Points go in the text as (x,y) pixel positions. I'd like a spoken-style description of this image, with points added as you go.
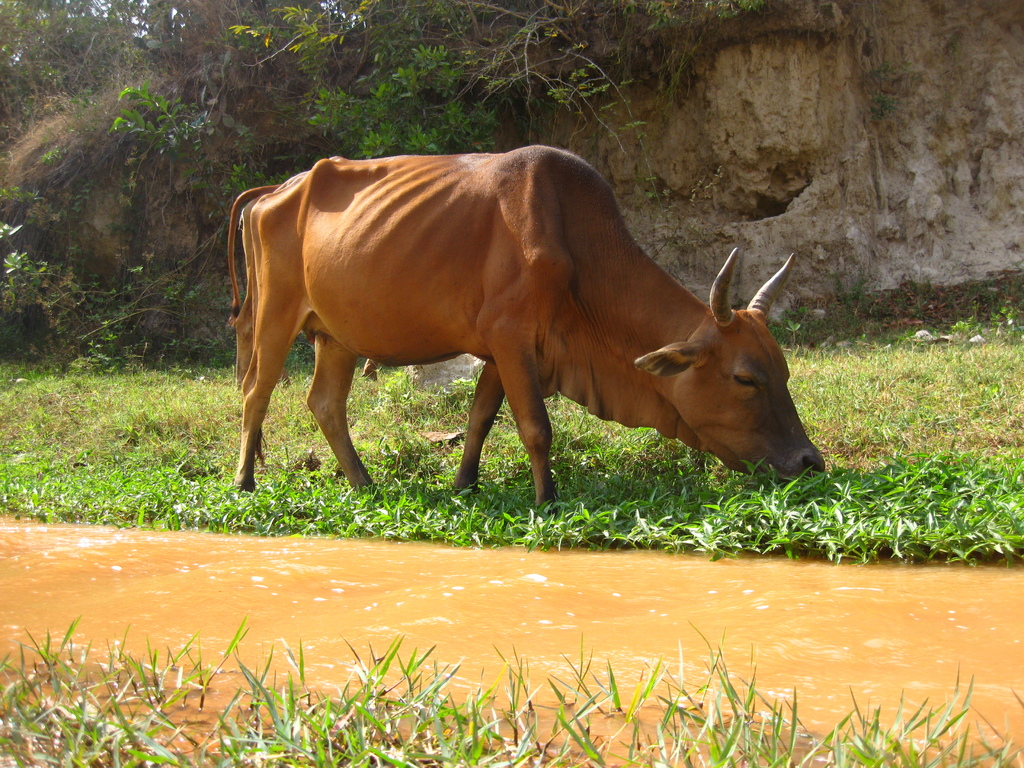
In this image I can see an animal (404,257) in brown color. I can also see the water (330,572). In the background (131,383) I can see the grass (174,367) and plants (264,92) in green color and the bank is in white color.
